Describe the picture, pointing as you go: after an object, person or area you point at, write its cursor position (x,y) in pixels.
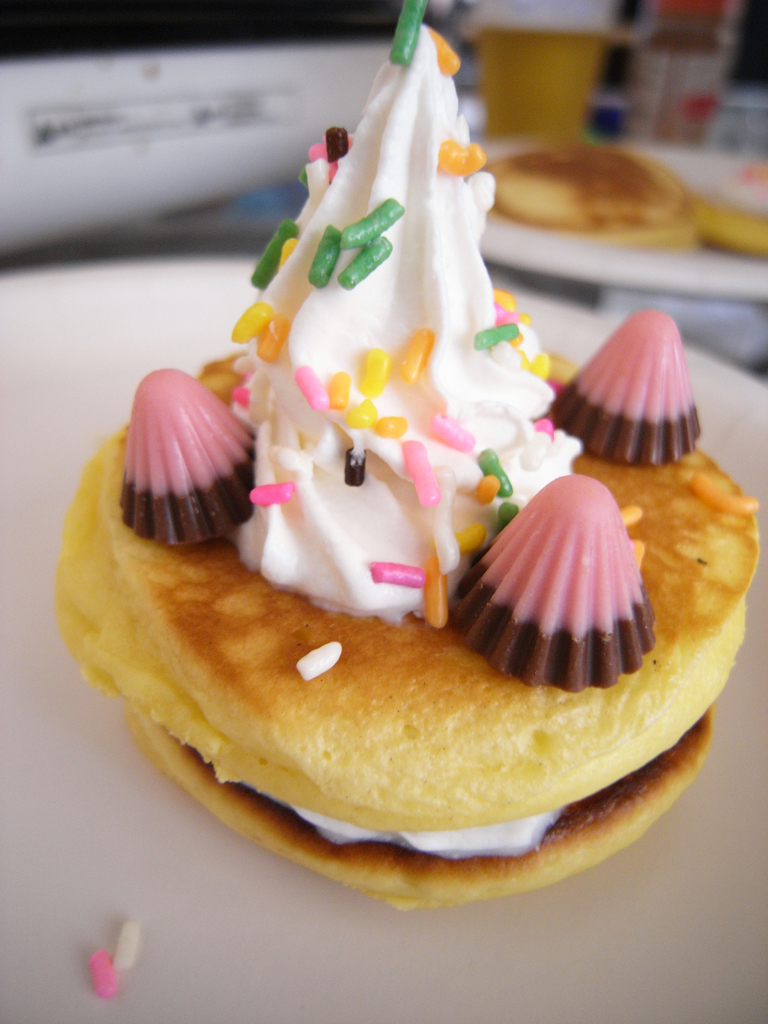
In this picture we can see some food (290,237) on a white surface (37,844). There is a cup (491,95), bottle (643,100) and food (728,222) in another plate (728,178) in the background (734,185).
